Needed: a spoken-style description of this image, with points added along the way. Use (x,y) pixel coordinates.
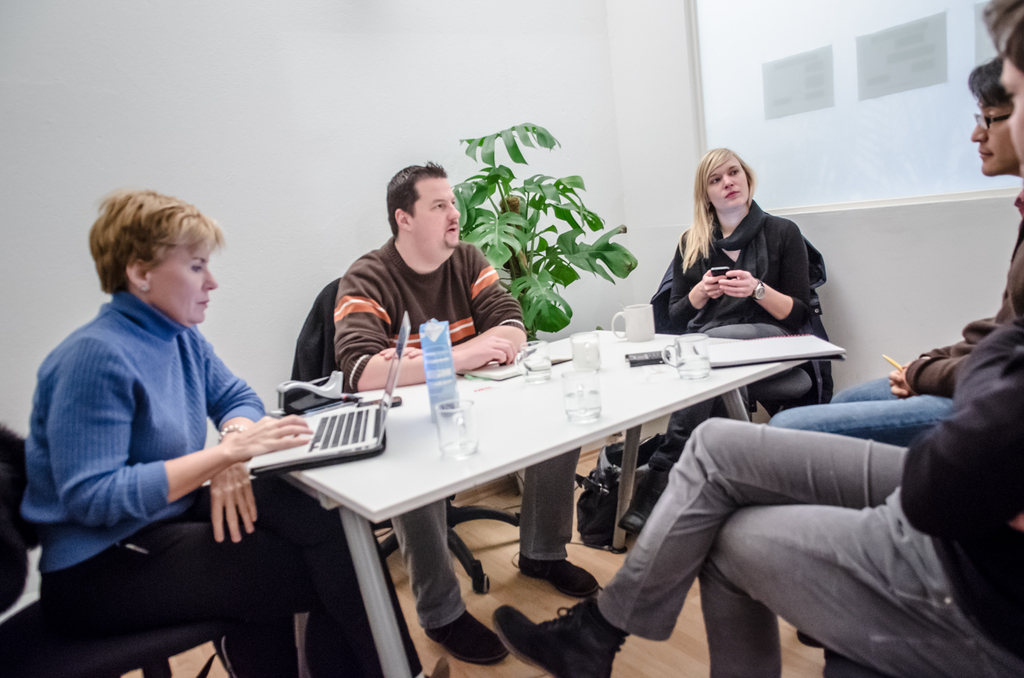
This picture is clicked inside the room (442,491) and we can see the group of persons (776,333) sitting on the chairs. On the left (146,437) there is a person (152,303) wearing blue color t-shirt (113,444), sitting on the chair (107,660) and seems to be working on a laptop (347,423) and we can see a white color table (676,383) on the top of which water bottle (445,368), glasses of water (447,429), cups (676,362), book (744,348) and some other objects (320,382) are placed and we can see a house plant (527,247) and a mobile phone (721,269), we can see some objects (596,517) are placed on the ground (602,550). In the background (635,51) we can see the wall (376,107) and a window (818,82).
